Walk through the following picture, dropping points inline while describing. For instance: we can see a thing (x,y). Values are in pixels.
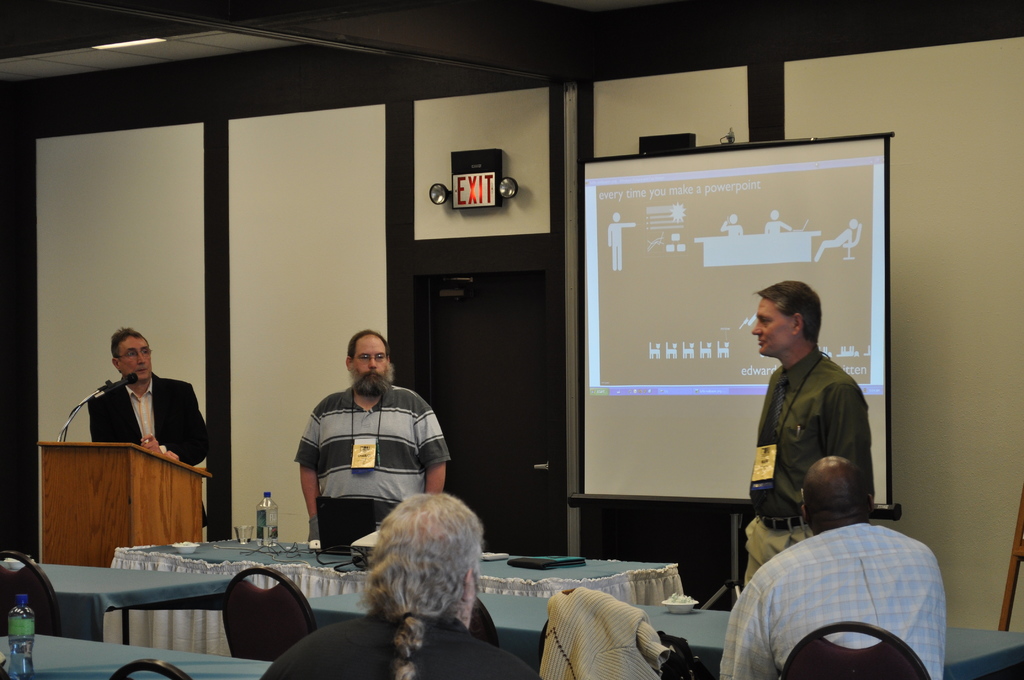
There are three people (361,433) standing and two people (382,658) sitting. These are the tables (279,545) covered with the clothes (183,649). This is a podium (101,454) with the mic (76,413). I can see a screen (608,271) with the display (683,385). This looks like a door (520,461) with a door handle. I can see a water bottle (268,534), glass (241,537), projector (363,543), file (567,564) and few other things (350,536) on the table (496,565). This is an exit board (483,190), which is attached to the wall (524,165). At the bottom left side of the image (25,646), I can see another water bottle (25,654) on the table (63,664). This looks like a sweater (608,637), which is on the chair (607,627).
